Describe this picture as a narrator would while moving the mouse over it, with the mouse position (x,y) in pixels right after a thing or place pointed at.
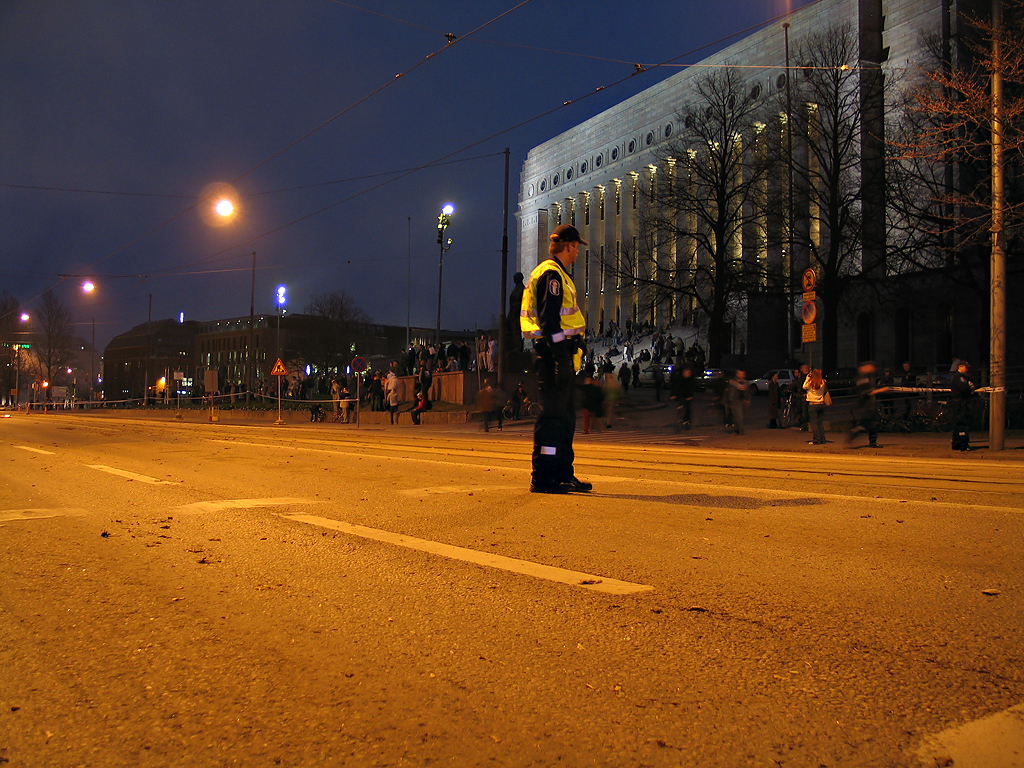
This picture shows a man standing in the middle of the road (473,507) and we see few people (419,382) standing on the side and a woman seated and we see few buildings (267,336) and trees (51,343) and few pole lights (230,214) and sign boards (280,376).
